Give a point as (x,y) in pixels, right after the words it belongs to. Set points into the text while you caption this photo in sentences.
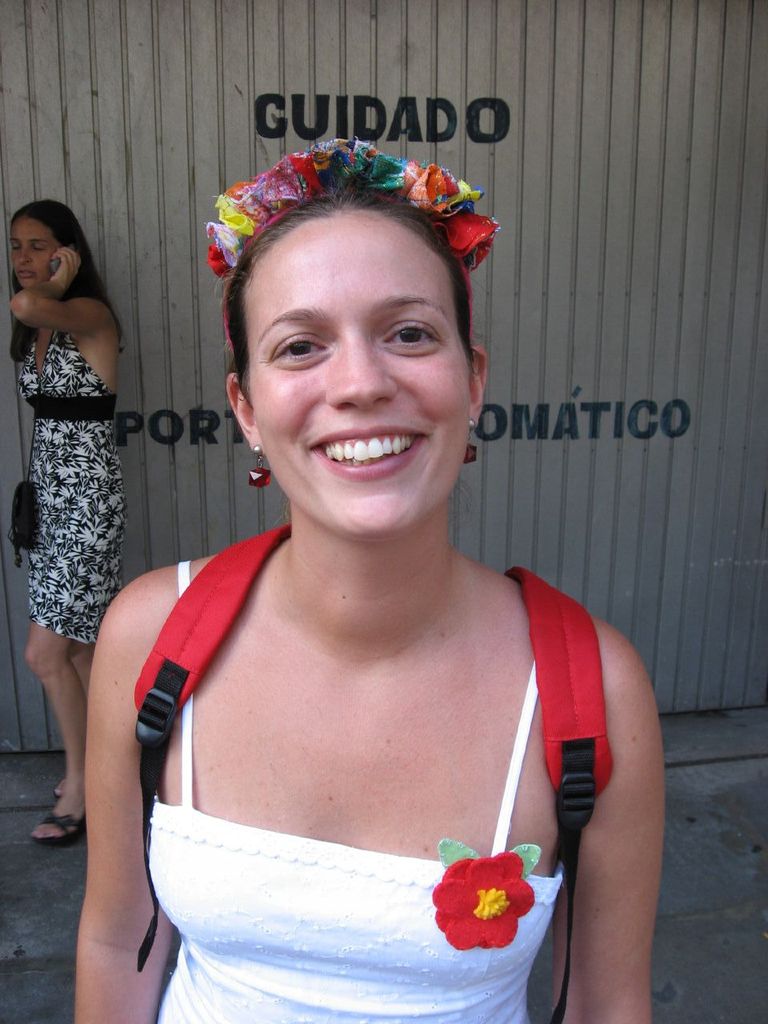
In this image we can see a woman (298,684) wearing the bag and smiling. In the background (62,229) we can see other women (55,348) wearing the bag (30,499) and holding the phone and standing on the path (64,879). We can also see the text (595,410) on the wall (635,427).
